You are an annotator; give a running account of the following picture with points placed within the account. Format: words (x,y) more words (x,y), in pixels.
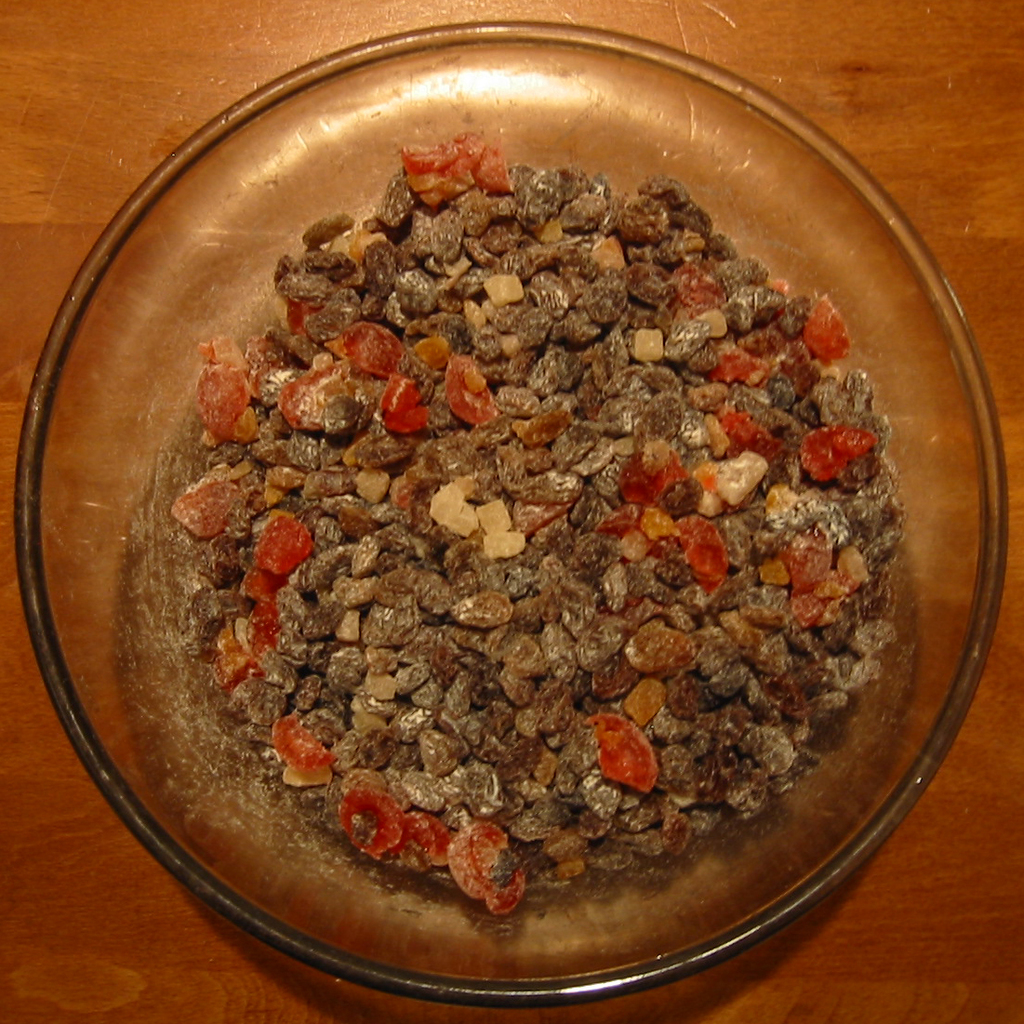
In this image there are some objects (387,440) in a bowl (188,343), the bowl (800,262) is on the table (168,914).
